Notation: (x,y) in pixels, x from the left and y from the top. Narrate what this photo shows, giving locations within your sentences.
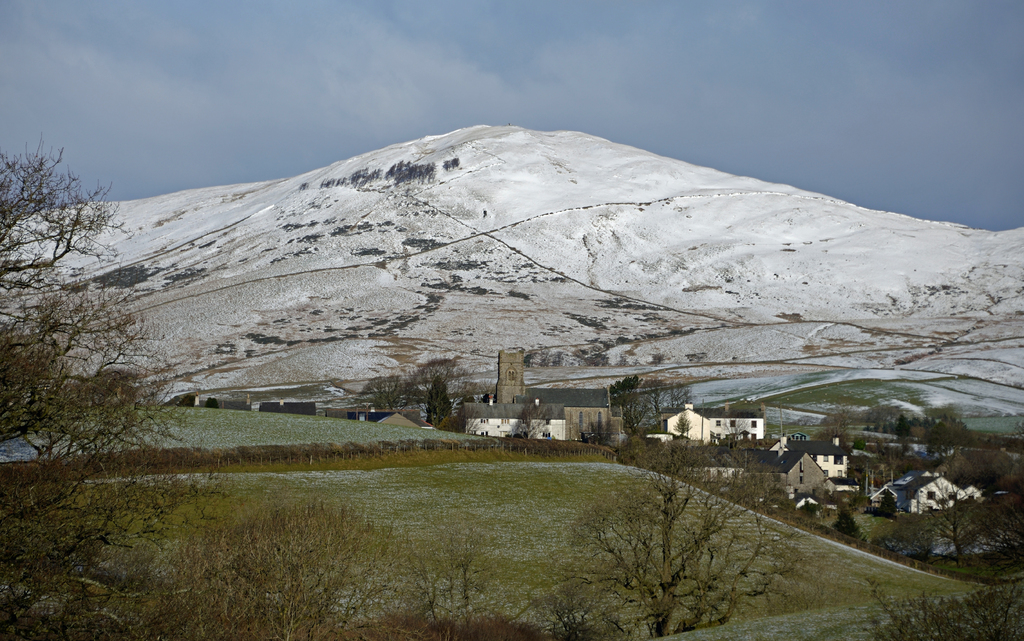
In the picture we can see some trees (121,493) and near to it, we can see crops (542,578) and near it, we can see some houses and trees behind it, we can see a hill (187,308) which is covered with snow (746,259) and behind it we can see a sky (440,104) with clouds (22,45).
